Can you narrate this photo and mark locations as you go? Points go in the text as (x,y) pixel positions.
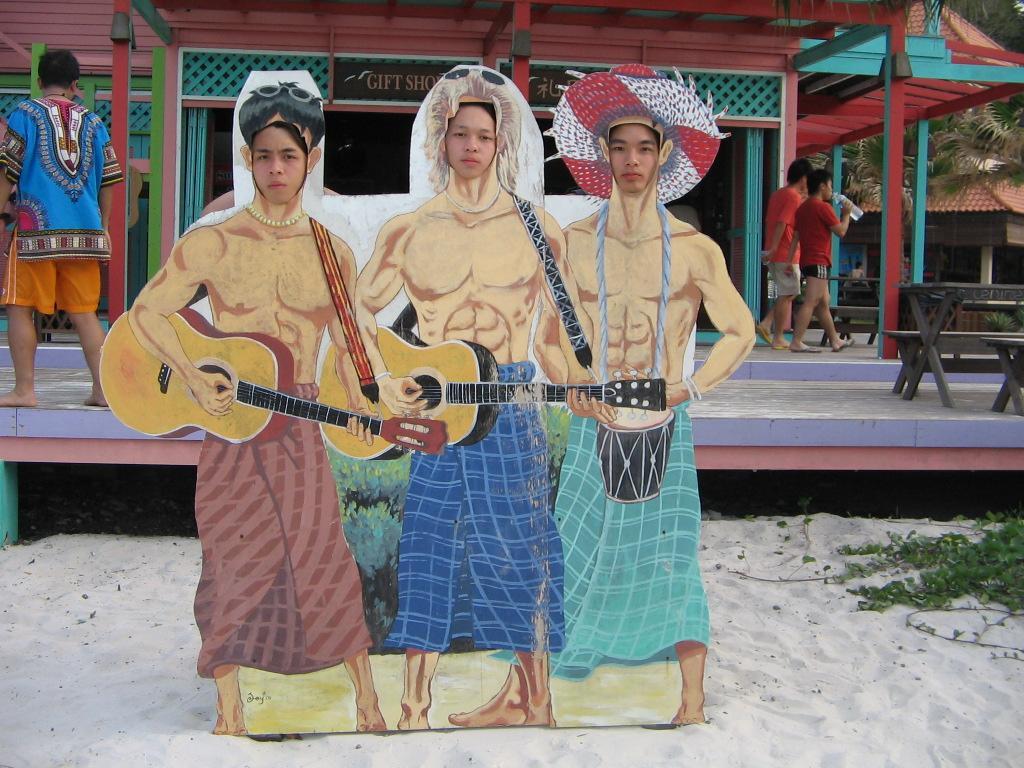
In this image, we can see face stand board (506,467) on the sand (499,756). Here we can see human faces (628,181). Background (332,163) we can see houses (965,261), pillars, benches (929,287), people (84,252), tree (930,122), board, and walls (783,167). On the right side of the image (994,540), we can see plants (899,586).
